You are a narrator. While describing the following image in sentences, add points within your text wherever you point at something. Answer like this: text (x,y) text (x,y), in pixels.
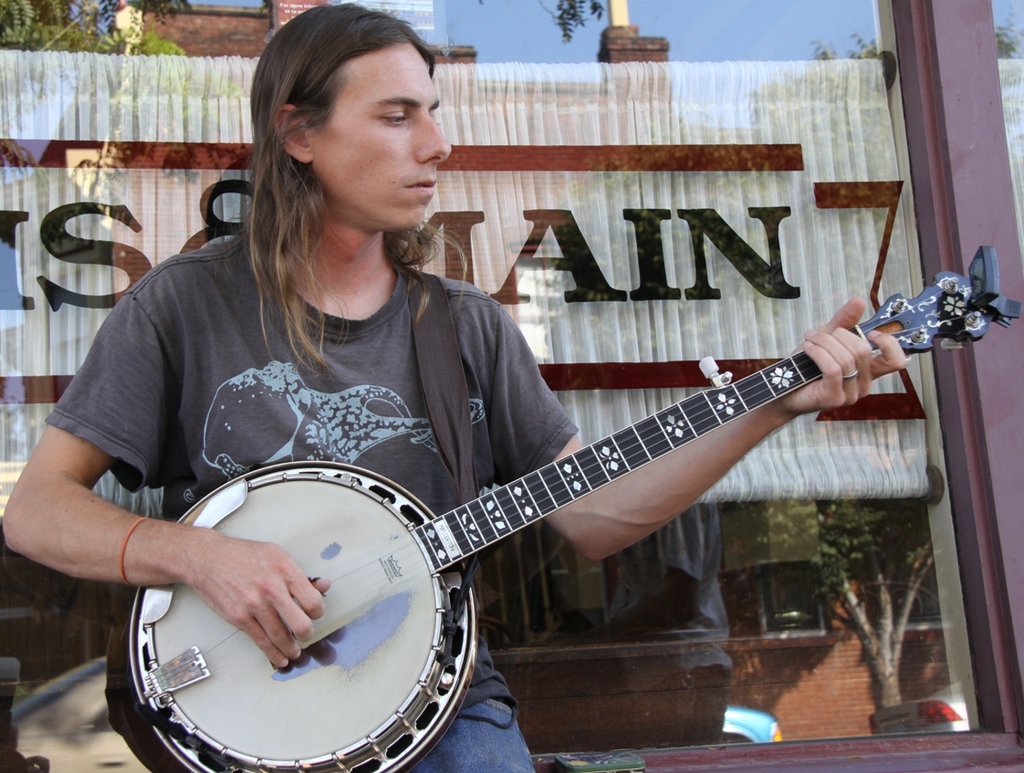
In this image I can see a man (310,398) wearing t-shirt (346,409) and sitting on the bench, holding some musical instrument (506,530) in his hands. In the background (590,177) I can see a wall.
